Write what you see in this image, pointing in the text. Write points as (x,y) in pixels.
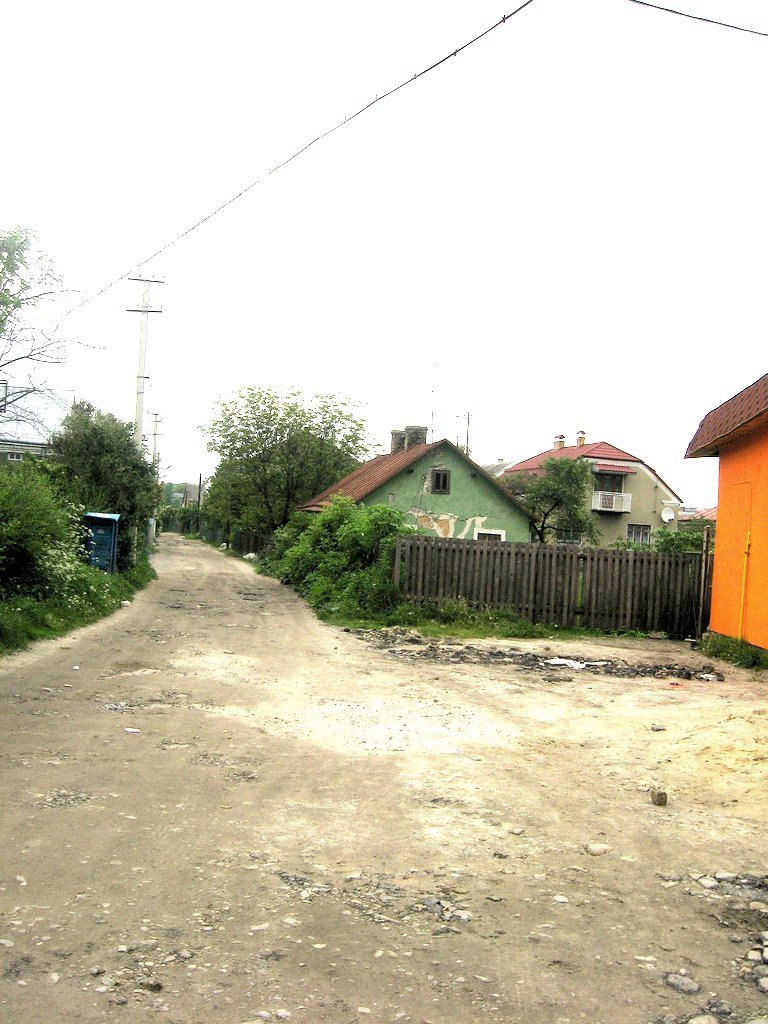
In this image I can see houses (503,530), wooden fence (501,567), plants (167,516), trees (167,526) and poles (154,520). In the background (528,265) I can see the sky (514,265).
